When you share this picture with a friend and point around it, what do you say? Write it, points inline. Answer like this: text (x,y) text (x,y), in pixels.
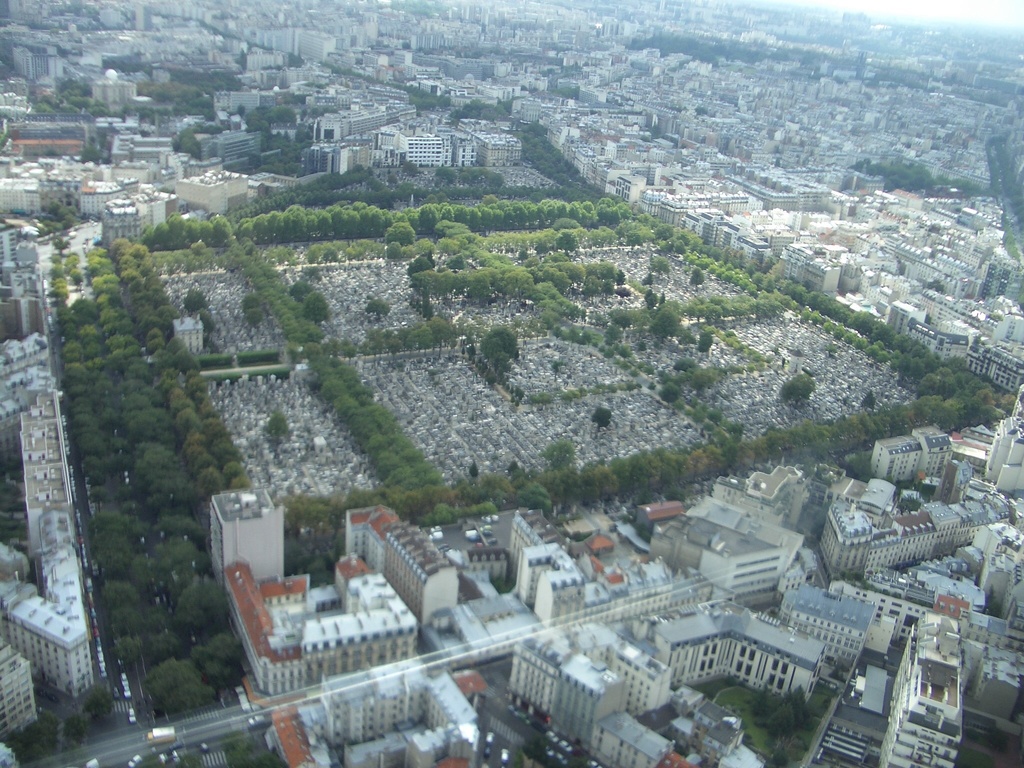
This is an aerial view of an image where we can see many buildings (1022,437), trees (438,350) and we can see vehicles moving on the road (147,752).
